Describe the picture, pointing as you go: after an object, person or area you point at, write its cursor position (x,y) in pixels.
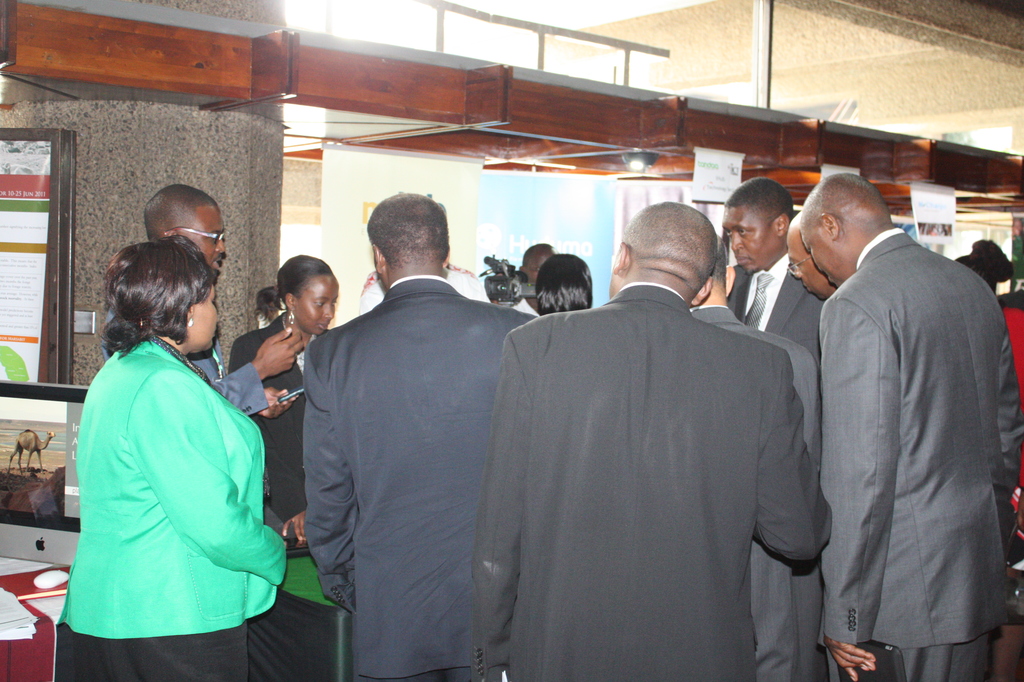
In this image I can see a group of people (496,429). In the background (647,168), I can see the light (634,166).
